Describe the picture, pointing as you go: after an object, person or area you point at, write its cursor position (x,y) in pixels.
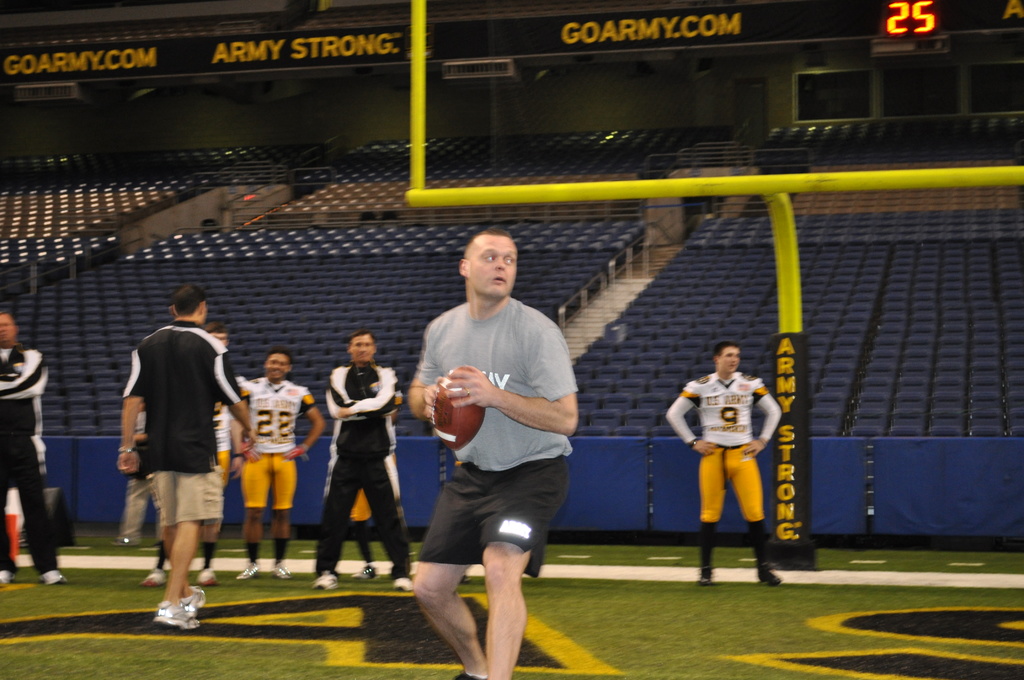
In this picture we can see some people (489,455) standing here, a man (556,410) in the front (573,410) is holding a ball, at the bottom (682,612) there is grass (688,638), we can see some chairs (413,245) and stairs (626,295) in the background (611,290), there is a rod (630,194) here, we can see a digital display (916,27) here.
